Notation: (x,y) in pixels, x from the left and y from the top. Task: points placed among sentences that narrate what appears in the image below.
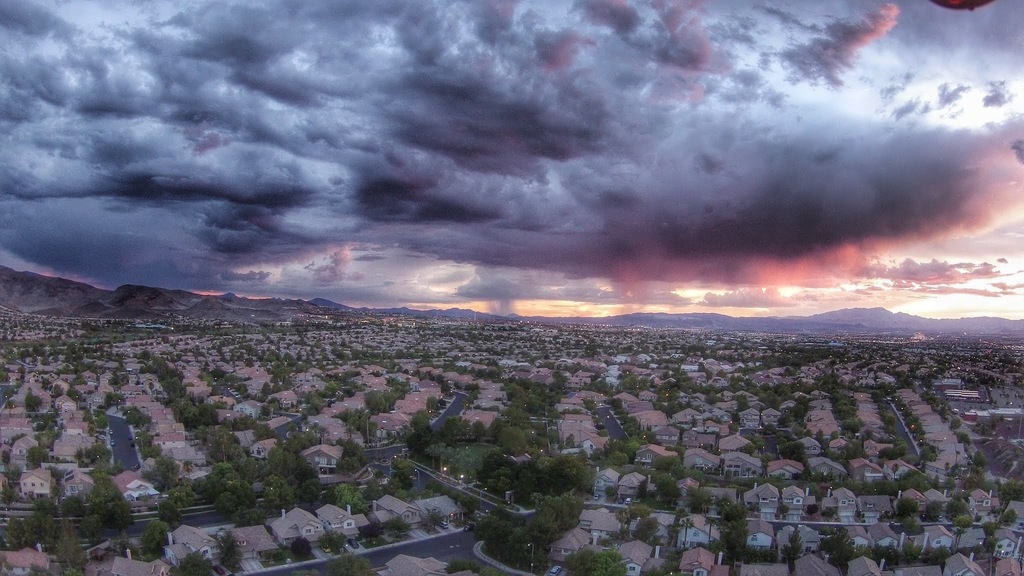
In this picture I can observe number of houses (419,408) and trees (442,444). I can observe some roads (422,539) in this picture. In the background (55,292) there are hills (233,318) and some clouds (425,203) in the sky (425,203).
